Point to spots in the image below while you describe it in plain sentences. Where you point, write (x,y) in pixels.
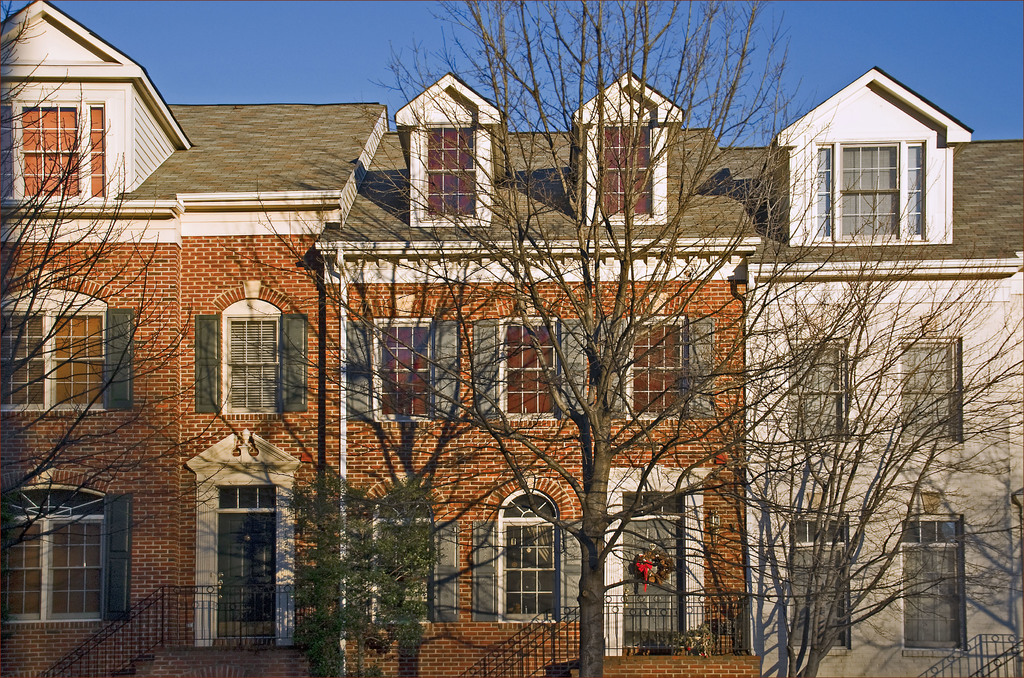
In this image there is a building (464,399). At front of the building (533,552) there are trees (684,472). At the background (322,72) there is sky (336,31).
